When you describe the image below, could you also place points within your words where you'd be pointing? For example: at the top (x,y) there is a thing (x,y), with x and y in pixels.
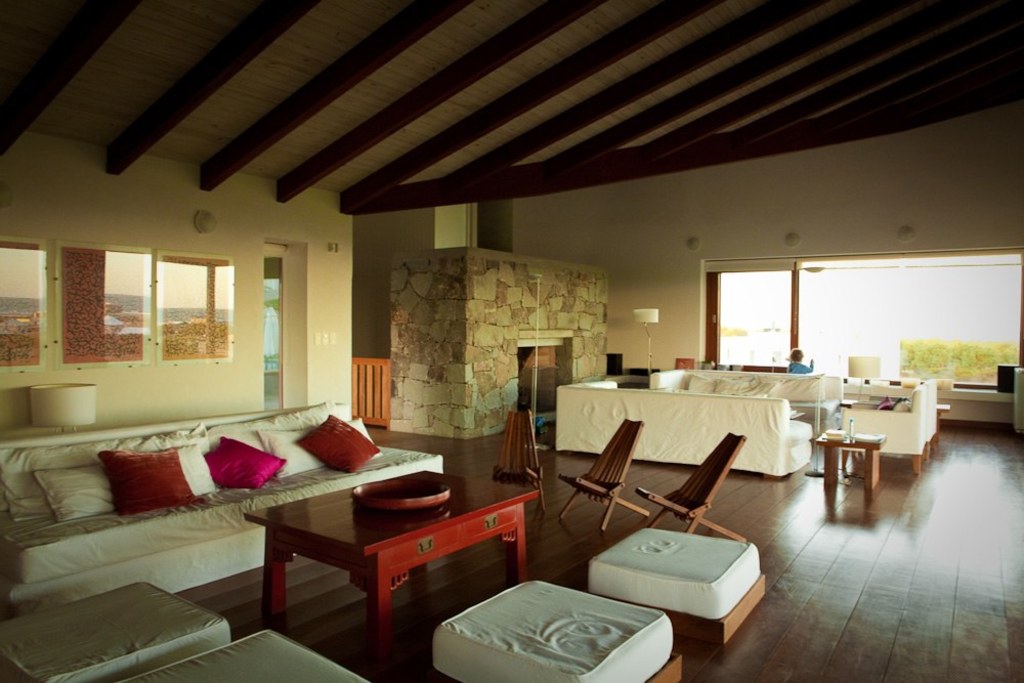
Here we can see a furniture (60,511). There is a sofa (256,542) on the left side (239,534), a wooden table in the center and a wooden chair (706,500) on the right side (714,481) and this is a window (868,314).
